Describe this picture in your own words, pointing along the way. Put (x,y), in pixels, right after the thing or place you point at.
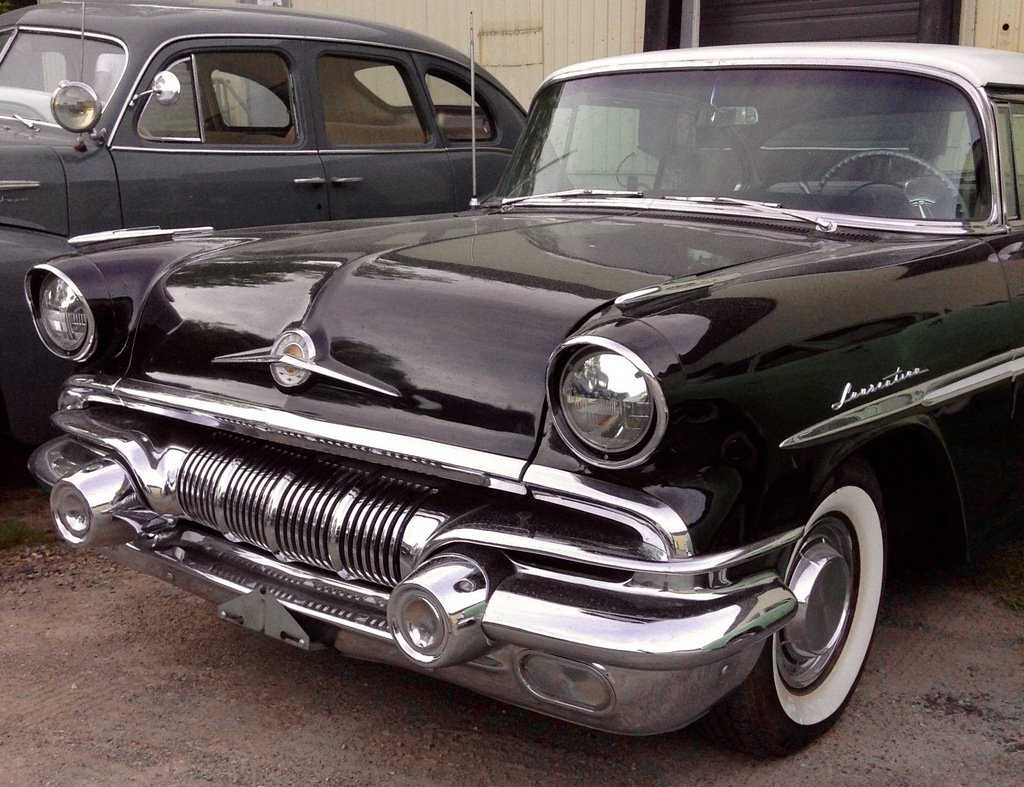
In this image I can see two cars (303,103) on the road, one is in gray color and the other is in black color. Background (497,17) I can see wall (539,54) in cream color.
